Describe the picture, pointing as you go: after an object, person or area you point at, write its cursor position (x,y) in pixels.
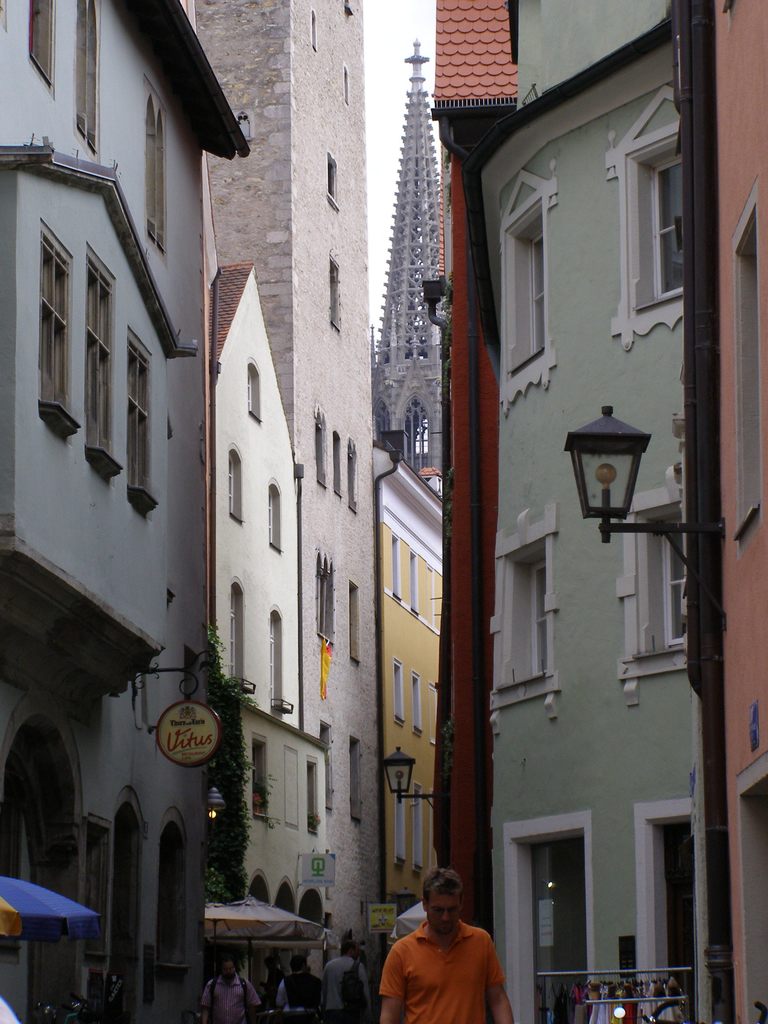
In this image we can see a group of houses (390,641) with windows (336,471) and a roof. On the bottom of the image (300,971) we can see some people (340,965) standing. we can also see some tents (303,937), boards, street lamps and the tower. On the backside (390,55) we can see the sky (392,45).
